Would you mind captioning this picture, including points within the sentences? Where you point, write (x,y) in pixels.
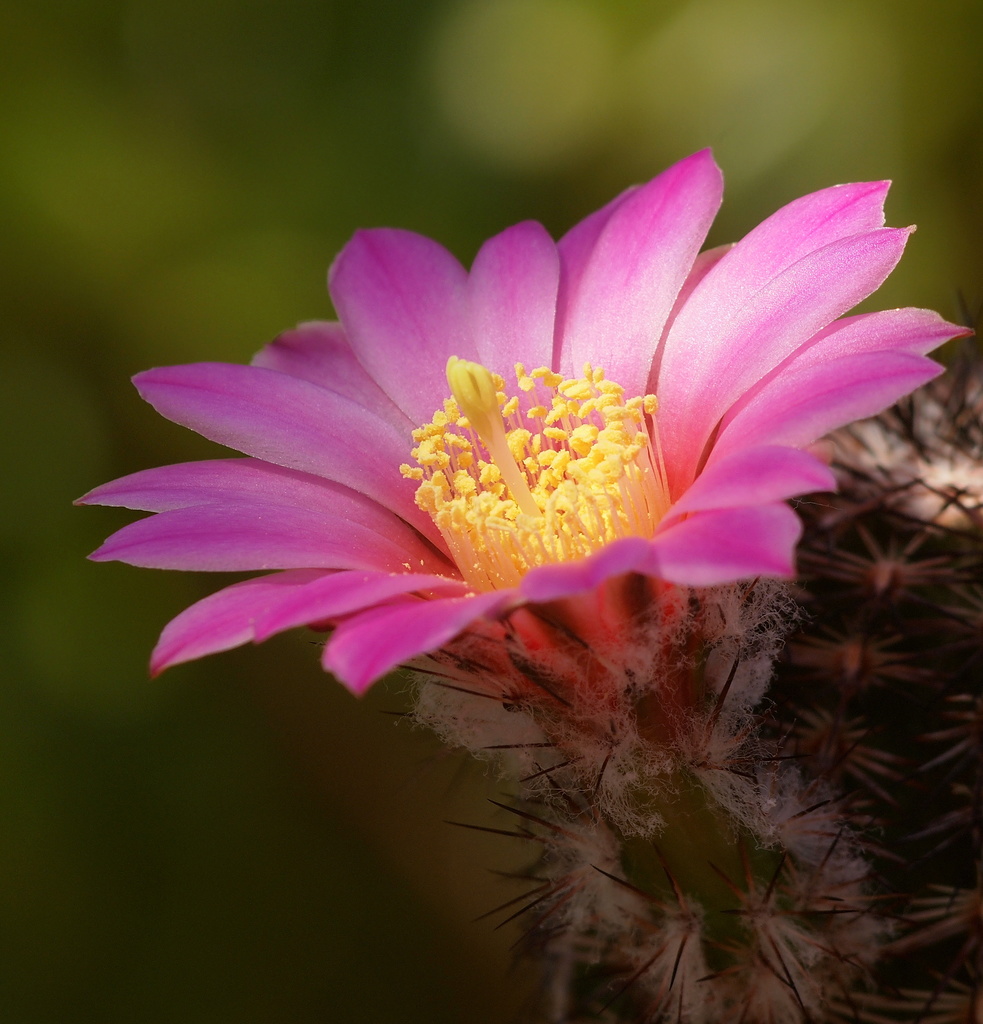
In this image I can see a flower (434,455) which is pink and yellow in color to a plant (747,718). I can see the green colored blurry background (827,84).
